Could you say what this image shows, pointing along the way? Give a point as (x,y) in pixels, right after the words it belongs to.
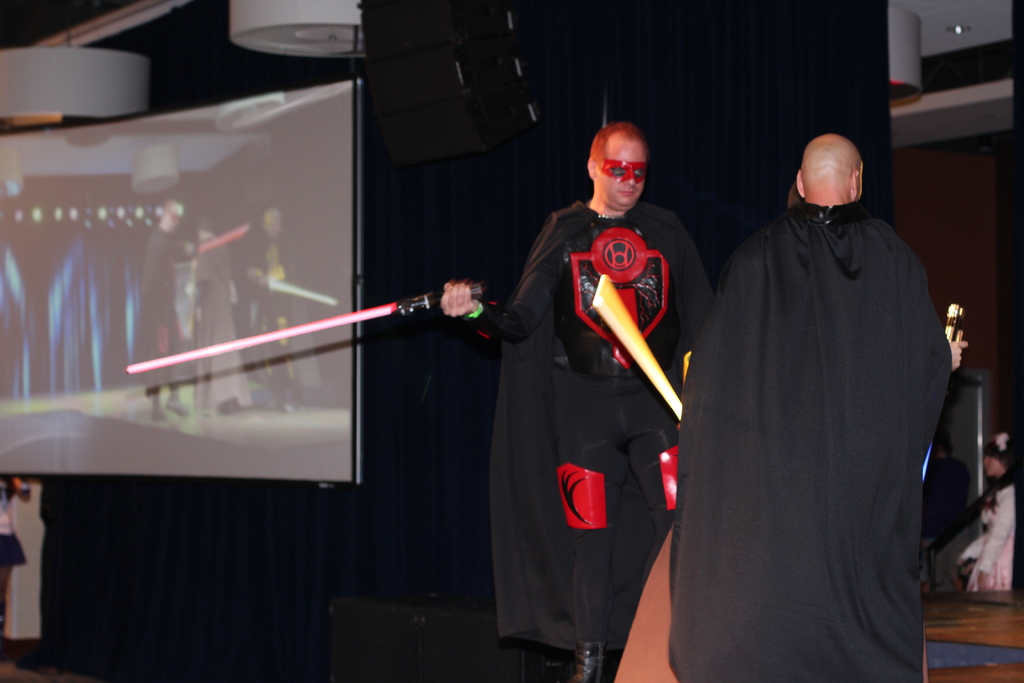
This image is taken indoors. In the background (237,583) there is a wall (546,92) and there is a projector screen (179,273). At the top of the image (119,17) there is a roof (931,52) with a few lights (238,21). On the right side of the image (988,512) there is a woman (994,501) and there is a dais (984,617). Two men (781,485) are standing on the dais (961,644) and they are holding swords (624,321) in their hands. They have worn black coats (530,434).
